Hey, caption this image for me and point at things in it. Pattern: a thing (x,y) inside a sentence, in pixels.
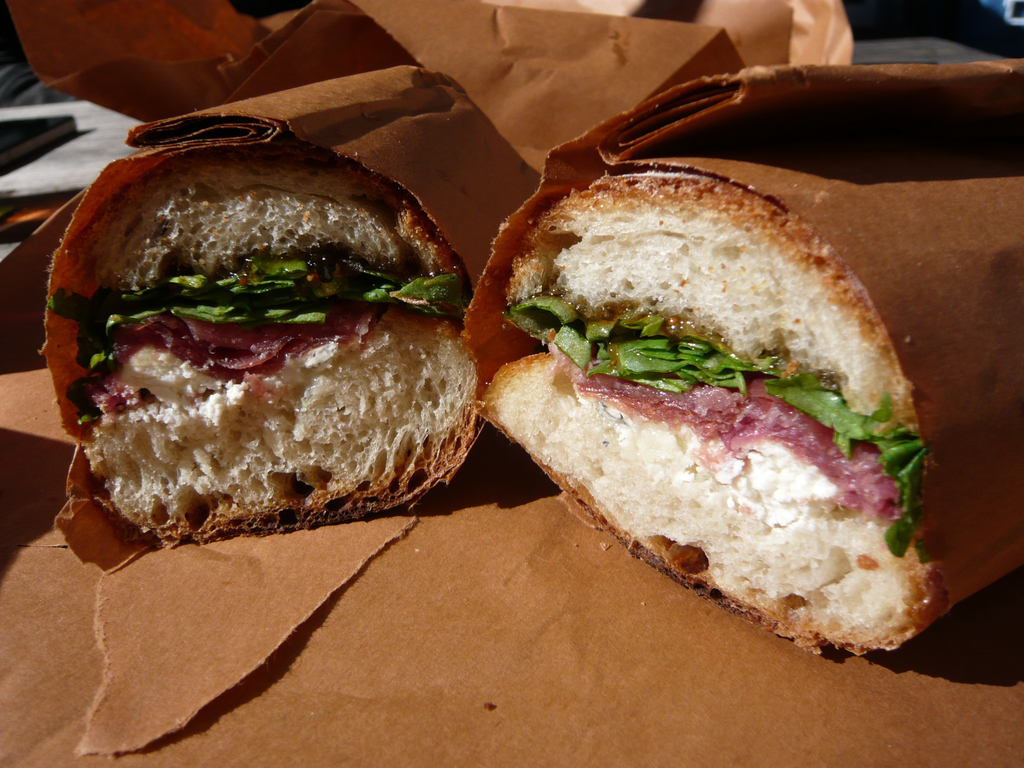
In this picture there is food (422,340) in the brown covers (957,420). At the bottom (170,676) and at the back (450,67) there are brown covers (739,102) and there is a book (24,132).
